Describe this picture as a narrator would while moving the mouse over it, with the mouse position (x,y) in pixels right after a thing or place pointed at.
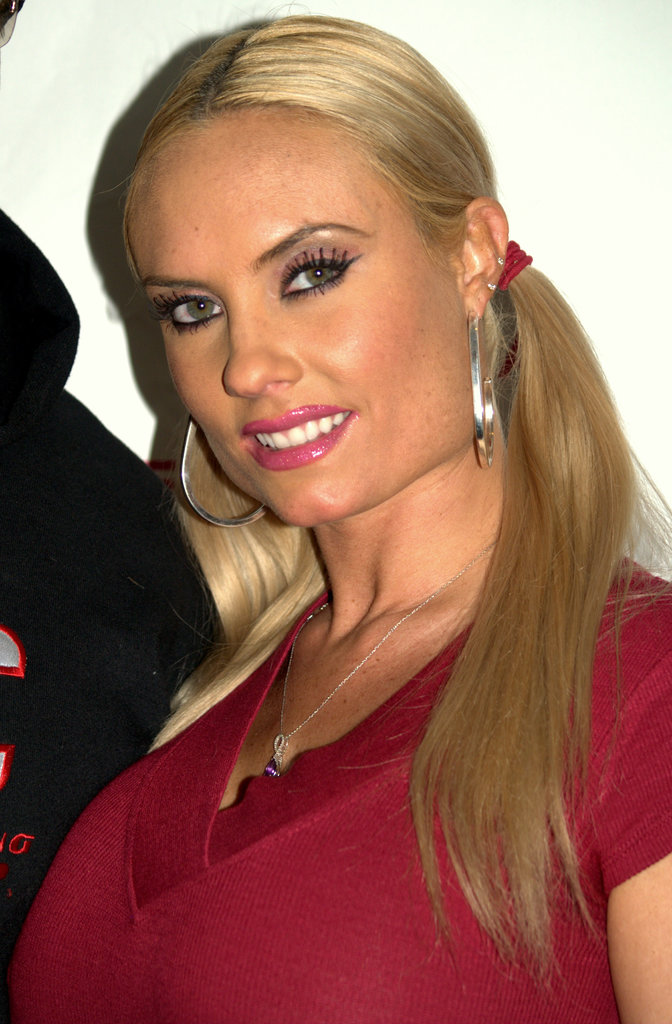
In this picture I can see there is a woman (197,408) standing and smiling and there is a white surface (589,285) here in the backdrop (545,170).
